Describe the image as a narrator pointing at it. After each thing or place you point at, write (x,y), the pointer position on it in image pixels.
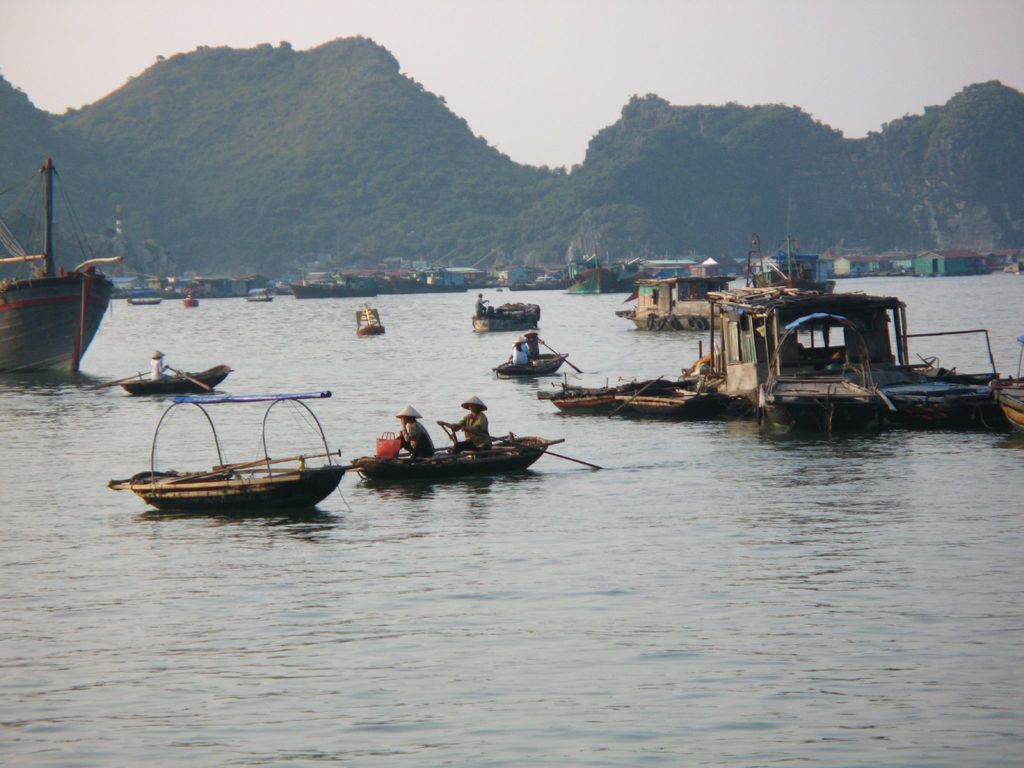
In this image, I can see few people (469,419) sitting on the boats (480,451) and holding paddles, which are on the water (388,353). In the background (96,179), there hills (469,142) and the sky (592,49).
